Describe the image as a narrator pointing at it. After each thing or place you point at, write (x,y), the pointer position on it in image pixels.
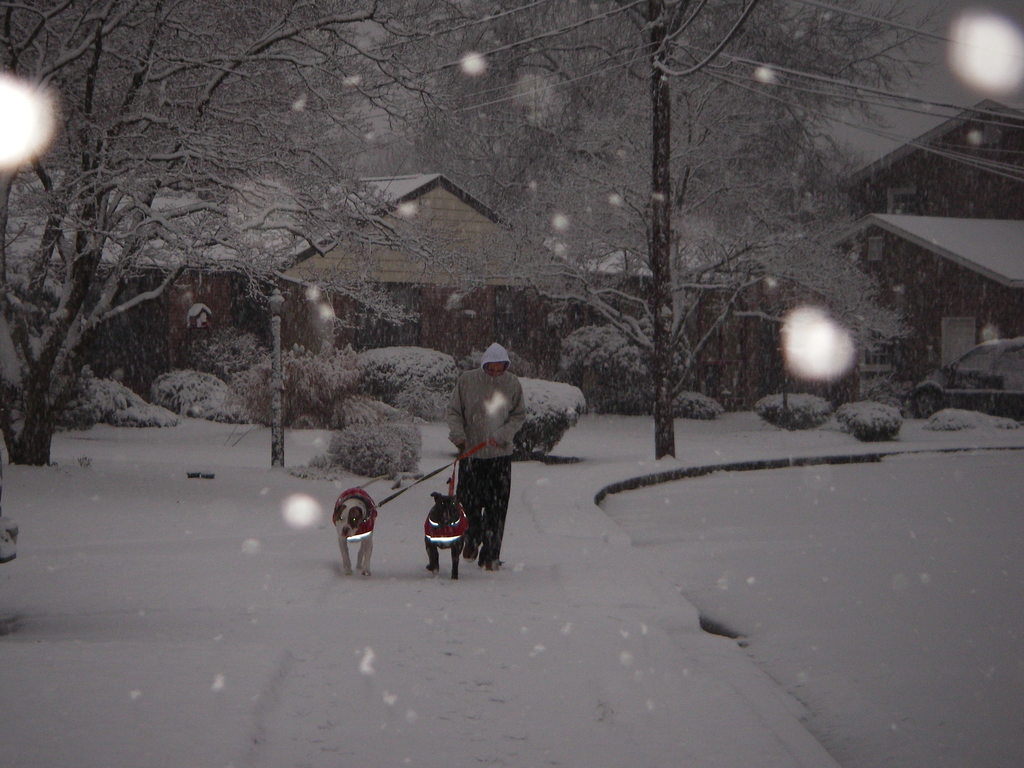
In this picture we can see a person (502,474) and two dogs (436,499) walking on snow (486,762) and in the background (956,342) we can see trees (480,172), houses (958,152), car (944,380).
